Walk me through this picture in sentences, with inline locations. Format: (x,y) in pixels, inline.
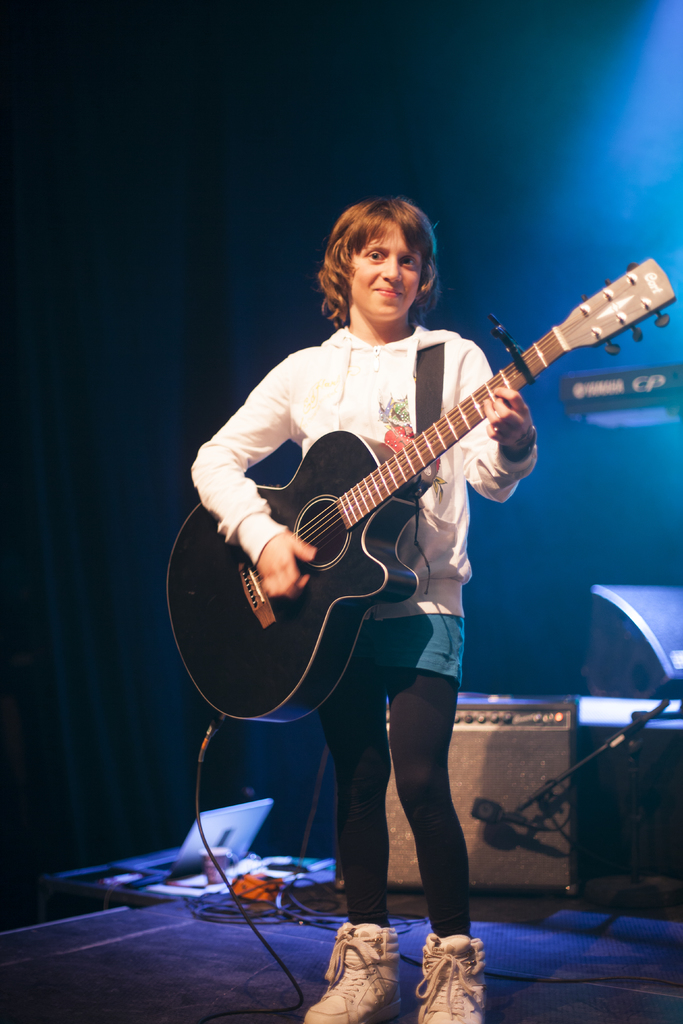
As we can see in the image there is a box (527,756), a woman (481,1009) holding guitar (370,468).
